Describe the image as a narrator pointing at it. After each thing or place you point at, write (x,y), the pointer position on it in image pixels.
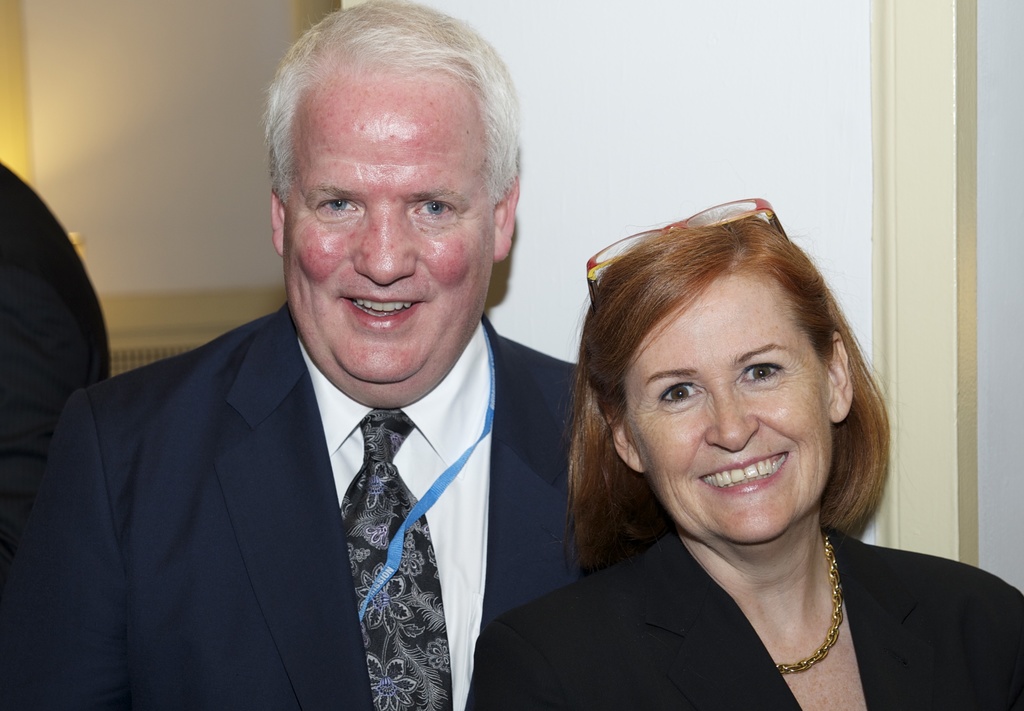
A man (437,495) and woman (630,441) are smiling. Background (744,86) there is a wall (636,63).
